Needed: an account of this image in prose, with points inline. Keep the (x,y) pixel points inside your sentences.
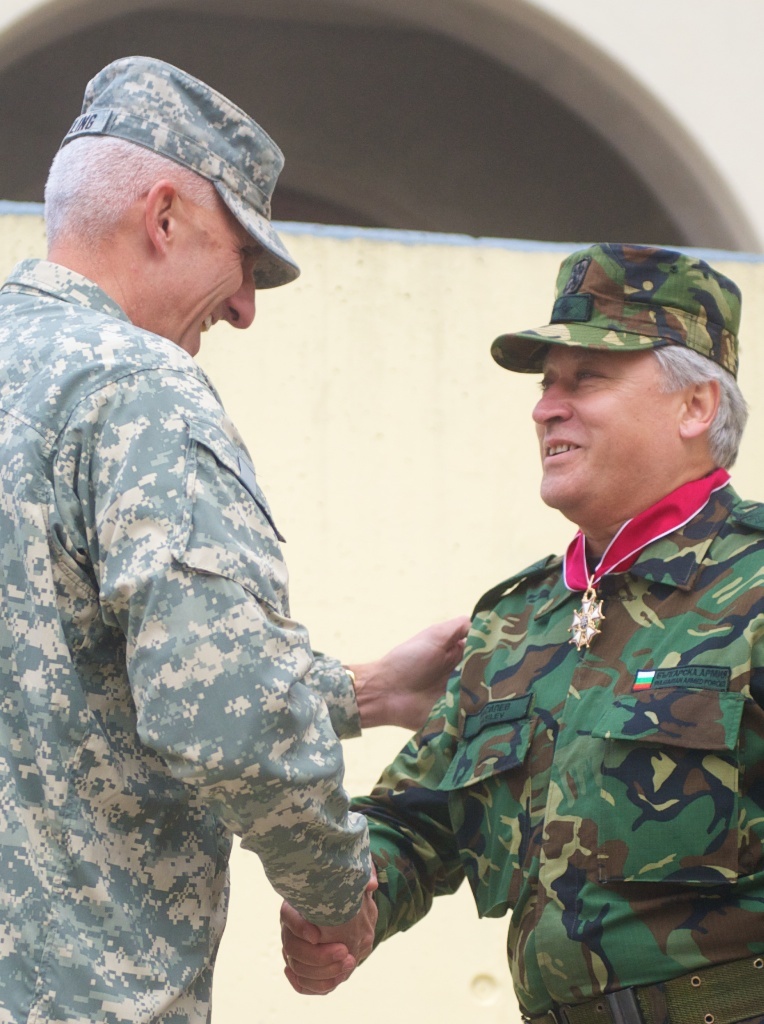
As we can see in the image in the front (128,504) there are two people (549,487) wearing army dresses (634,896) and hat (711,325). In the background (426,388) there is a building (402,365).
